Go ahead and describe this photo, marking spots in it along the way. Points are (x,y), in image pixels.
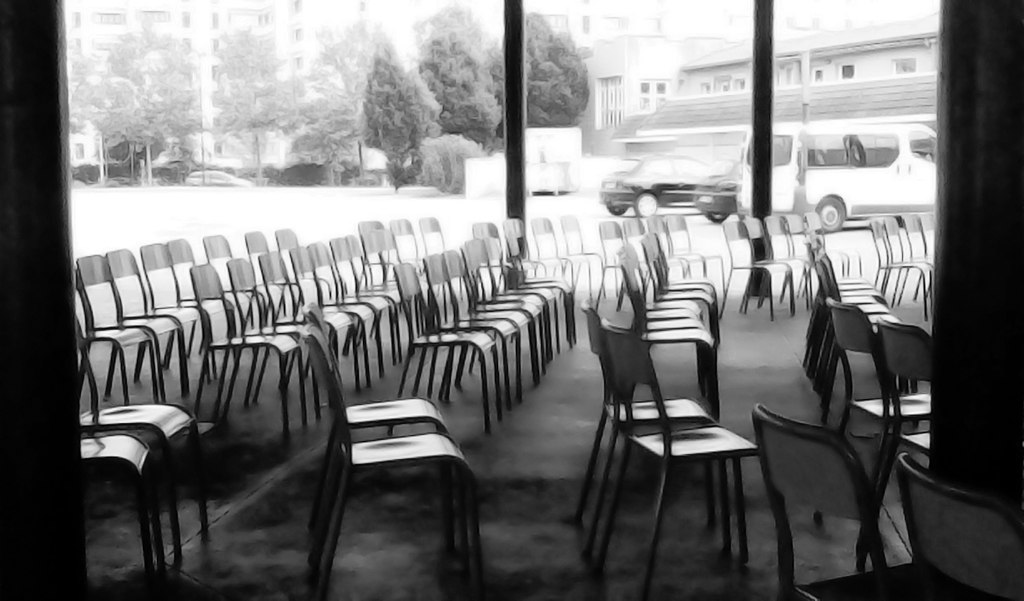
This is a black and white image. In this image we can see many chairs (507,266). In the back (705,205) there are vehicles (696,159). Also there are buildings (205,14) with windows (728,80). And there are trees (482,84).
